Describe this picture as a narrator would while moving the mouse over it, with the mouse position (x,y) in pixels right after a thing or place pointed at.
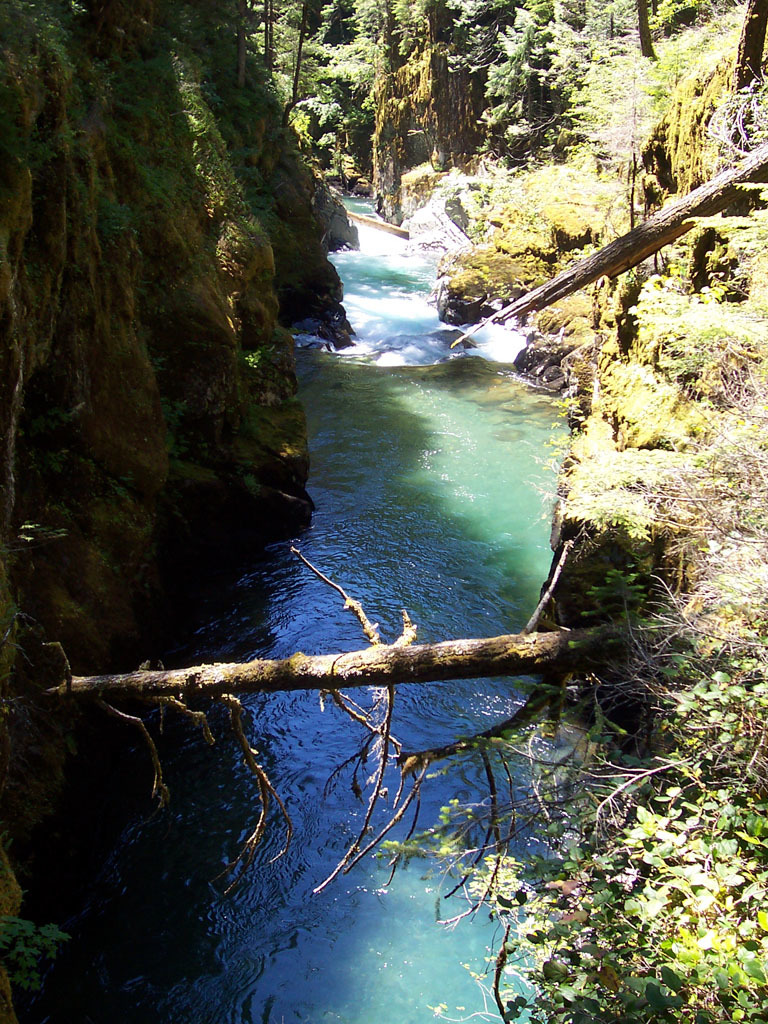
In this image we can see water (367,275), logs (350,607), creepers (671,652), trees (567,145) and hills (436,118).
